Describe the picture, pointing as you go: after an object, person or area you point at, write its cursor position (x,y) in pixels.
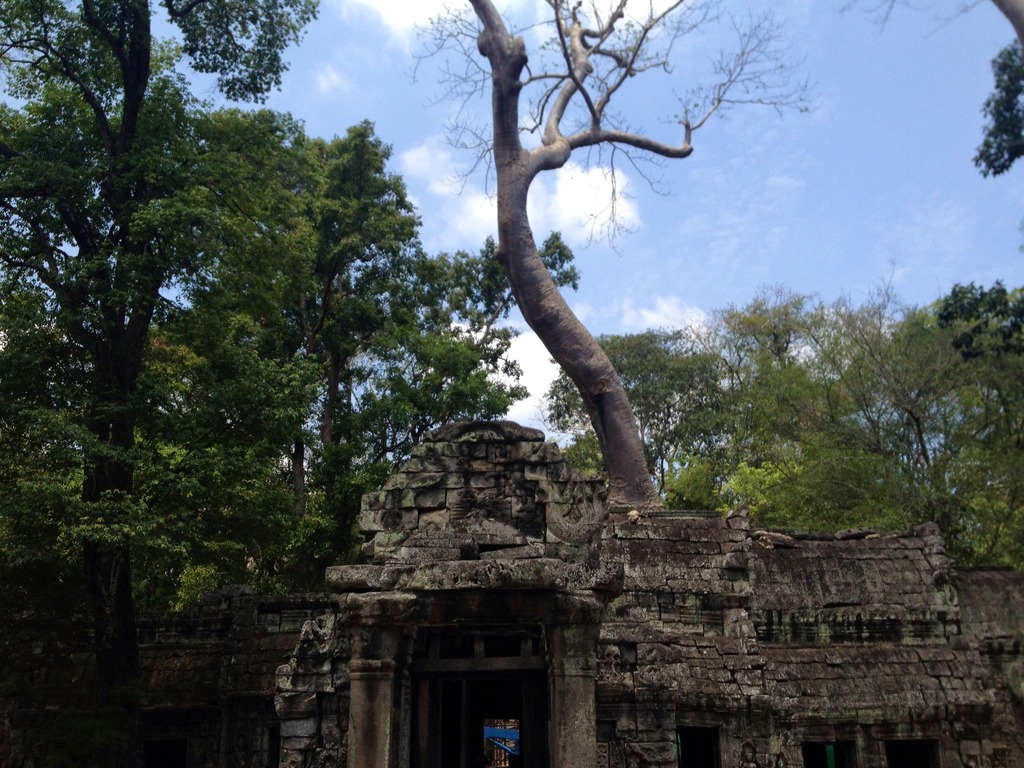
This image looks like a fort (497,696). It is made up of rocks (722,537). In the front (570,749), we can see pillars (589,734). In the background (364,355), there are many trees (560,404). At the top (807,103), there is sky (742,179).
